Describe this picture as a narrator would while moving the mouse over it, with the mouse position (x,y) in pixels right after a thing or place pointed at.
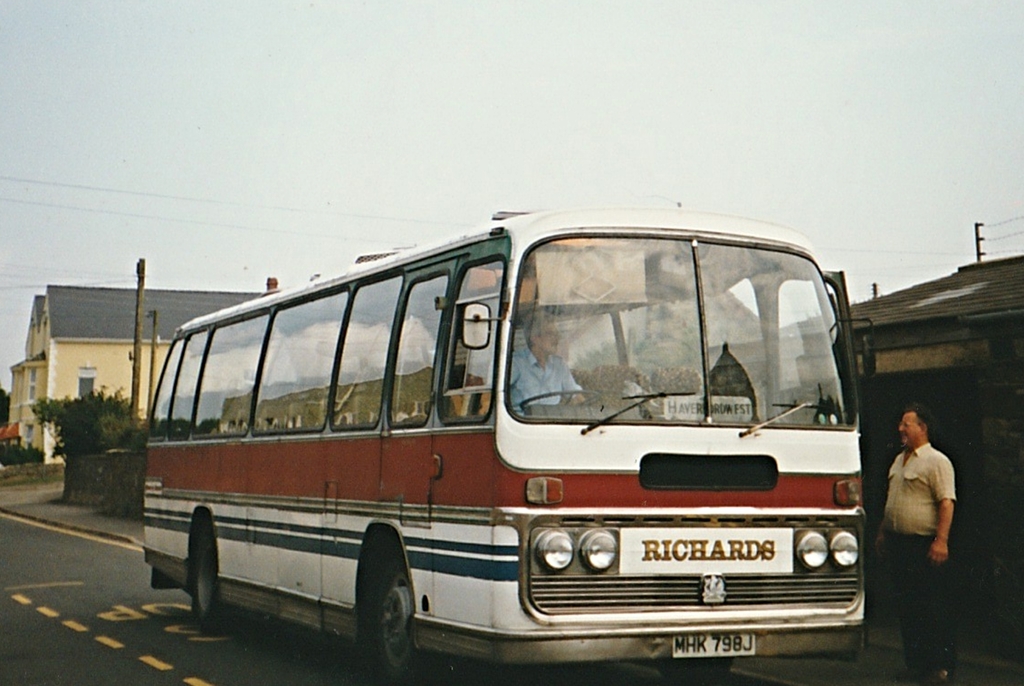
This is an outside view. Here I can see a bus (363,559) on the road (271,671). On the right side (920,545) a man (922,521) is standing facing towards the bus (750,446). Inside the bus (532,399) there is a man (538,387) sitting. In the background (978,417) there are buildings (109,387), poles (137,352) and trees (100,400). At the top of the image (585,119) I can see the sky (642,103).
